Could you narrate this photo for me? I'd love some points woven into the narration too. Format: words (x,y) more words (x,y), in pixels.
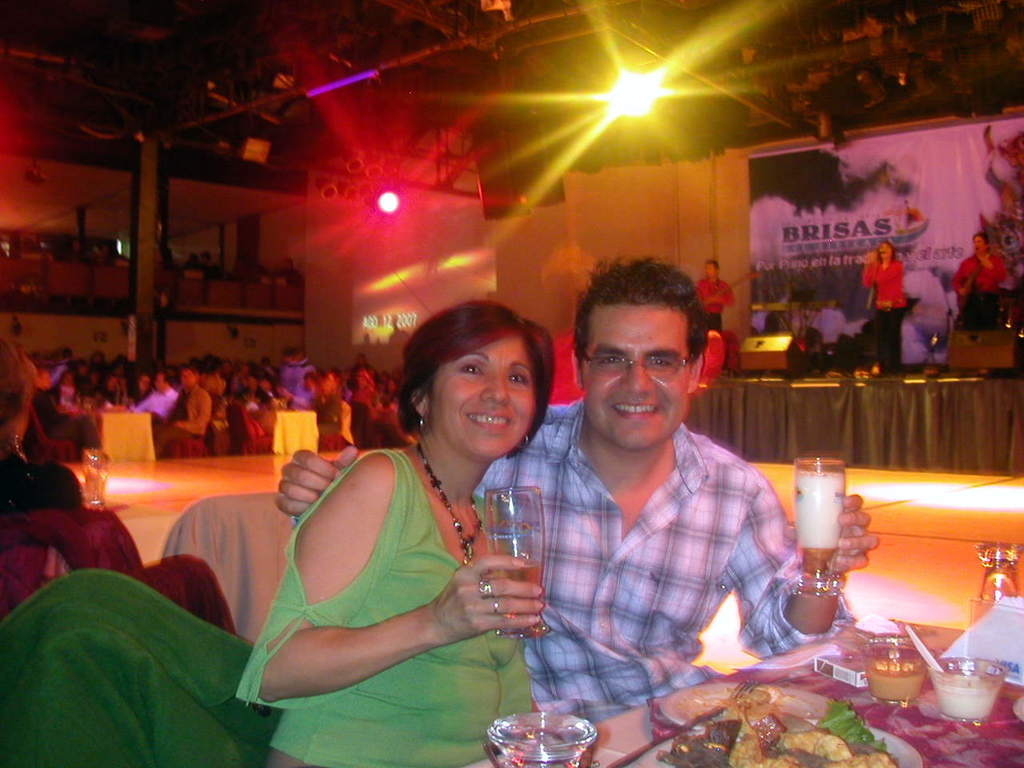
It looks like an event, few people (718,324) were performing on the stage (886,309) and the crowd (234,425) is sitting around the tables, in the front (587,706) two people (549,599) were having some food (754,718) both of them are posing for the photo by holding some drinks (531,578) with their hands (499,580) and in the background (624,70) there are two different lights (654,93) focusing on the entire hall (295,73).
